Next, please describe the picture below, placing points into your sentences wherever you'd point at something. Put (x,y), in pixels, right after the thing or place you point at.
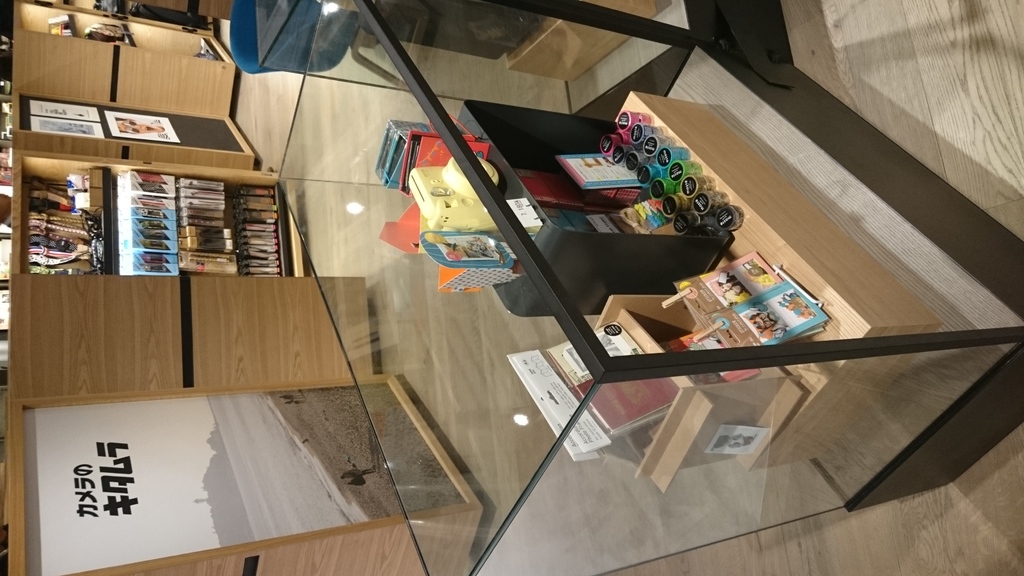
In this image we can see some boxes (208,237) and other objects (65,221) on the racks (69,171), there are some bottles (663,194), books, on a glass table (608,241), there are some posters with text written on it, and there are some wooden racks (160,37).
